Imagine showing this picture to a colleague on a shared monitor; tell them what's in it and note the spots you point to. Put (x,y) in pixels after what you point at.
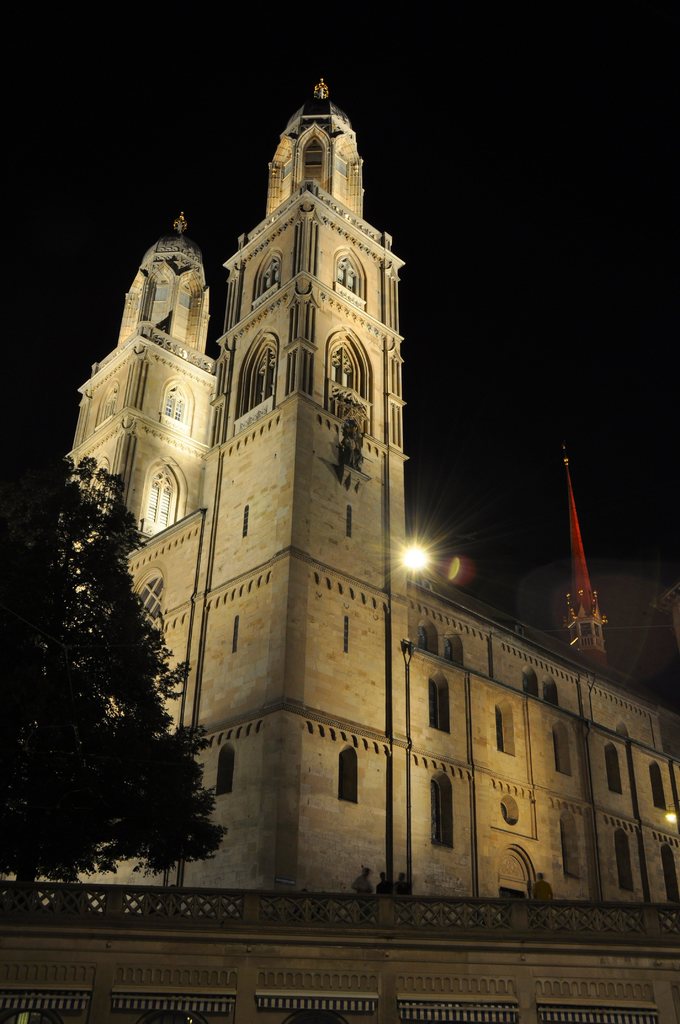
In this image, I can see a building (201,326) with the windows (433,823). This looks like a light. On the left side of the image (91,822), I can see a tree (67,746). At the bottom of the image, I can see four people (370,875) standing. The background (453,91) looks dark.
